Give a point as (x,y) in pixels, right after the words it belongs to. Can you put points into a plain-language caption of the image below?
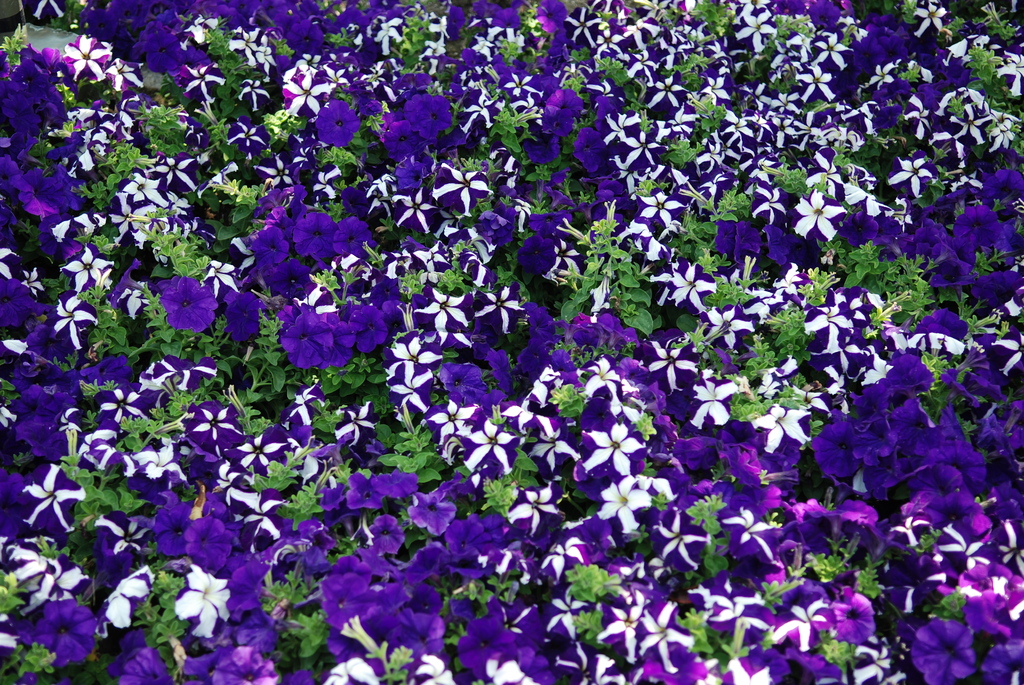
We can see colorful flowers (29,577) and green leaves (287,392).
